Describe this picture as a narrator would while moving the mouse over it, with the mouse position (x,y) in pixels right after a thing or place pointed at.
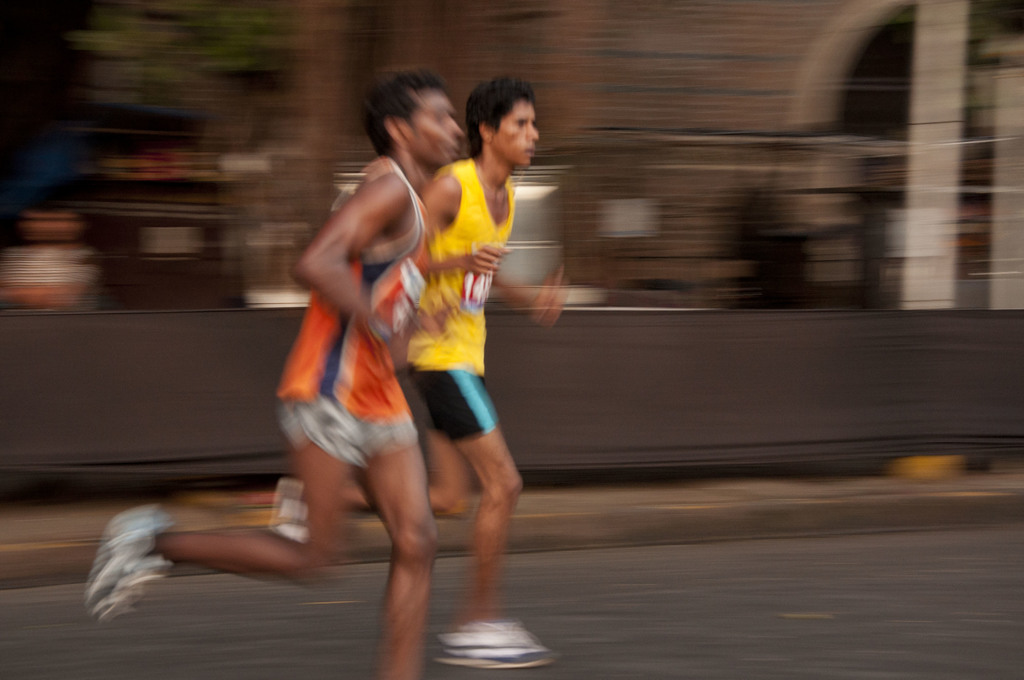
In this picture we can see two men (453,434) running on the road (550,597) and in the background (654,310) we can see some objects (121,187) and it is blurry.
